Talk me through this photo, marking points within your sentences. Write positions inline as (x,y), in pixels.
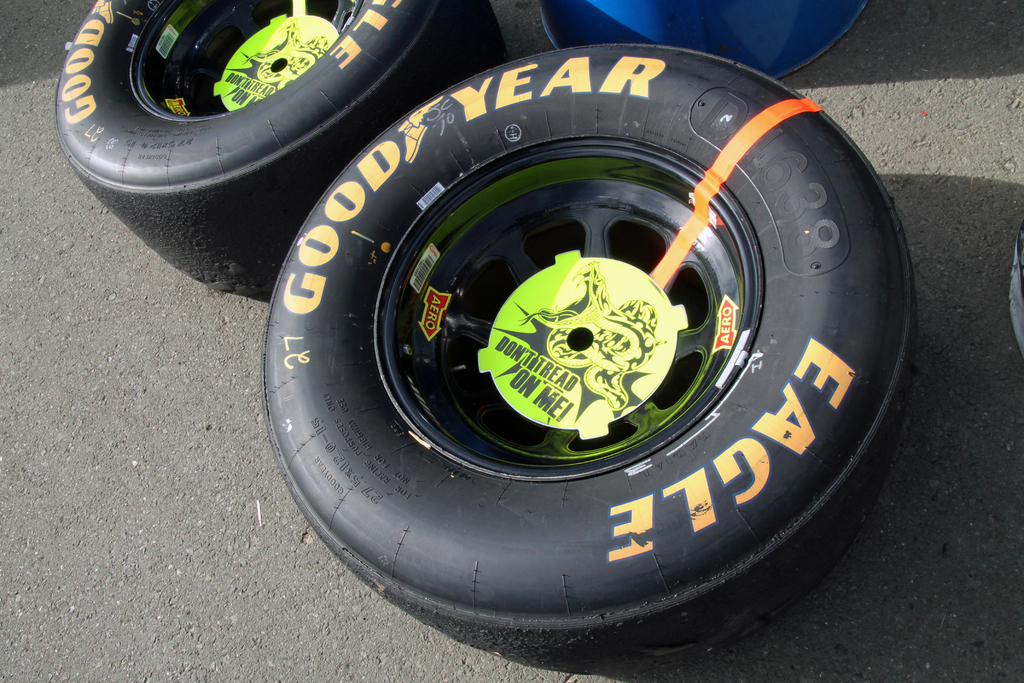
In this picture I can see tyres (482,540) and an object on the road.
